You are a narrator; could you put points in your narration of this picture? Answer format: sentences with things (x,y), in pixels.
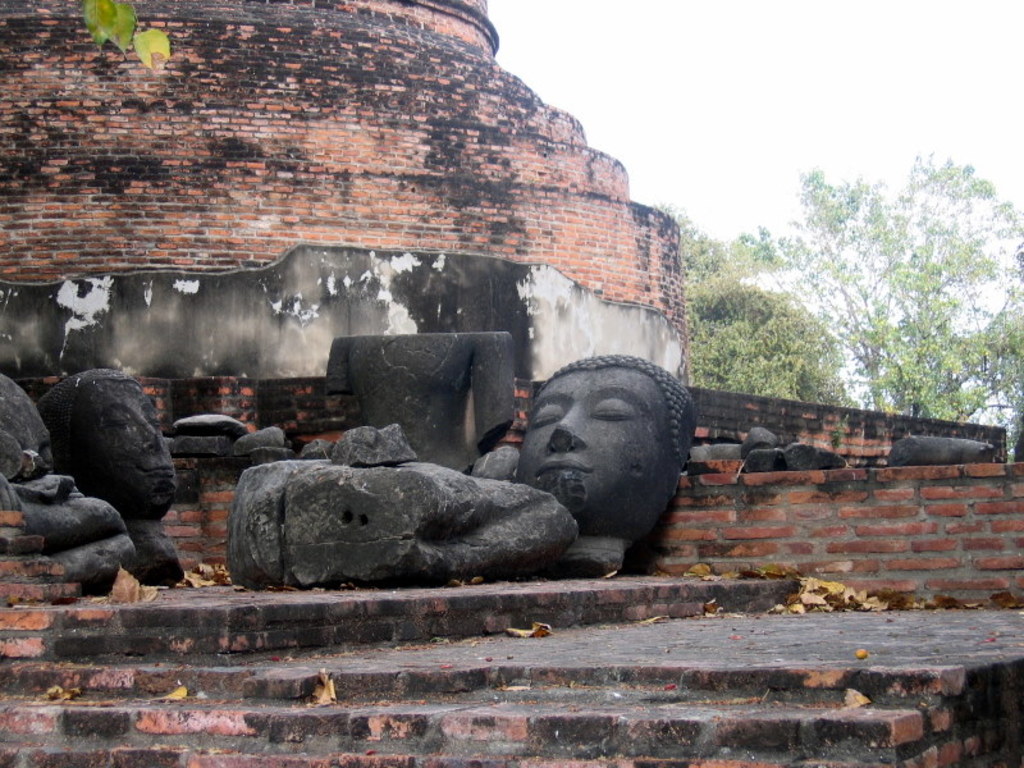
In this picture I can see the steps (27,606) in front and I see few sculptures (49,389) which are of black color and in the background (458,176) I can see a building (481,205), few trees (815,291) and the sky (719,52).
